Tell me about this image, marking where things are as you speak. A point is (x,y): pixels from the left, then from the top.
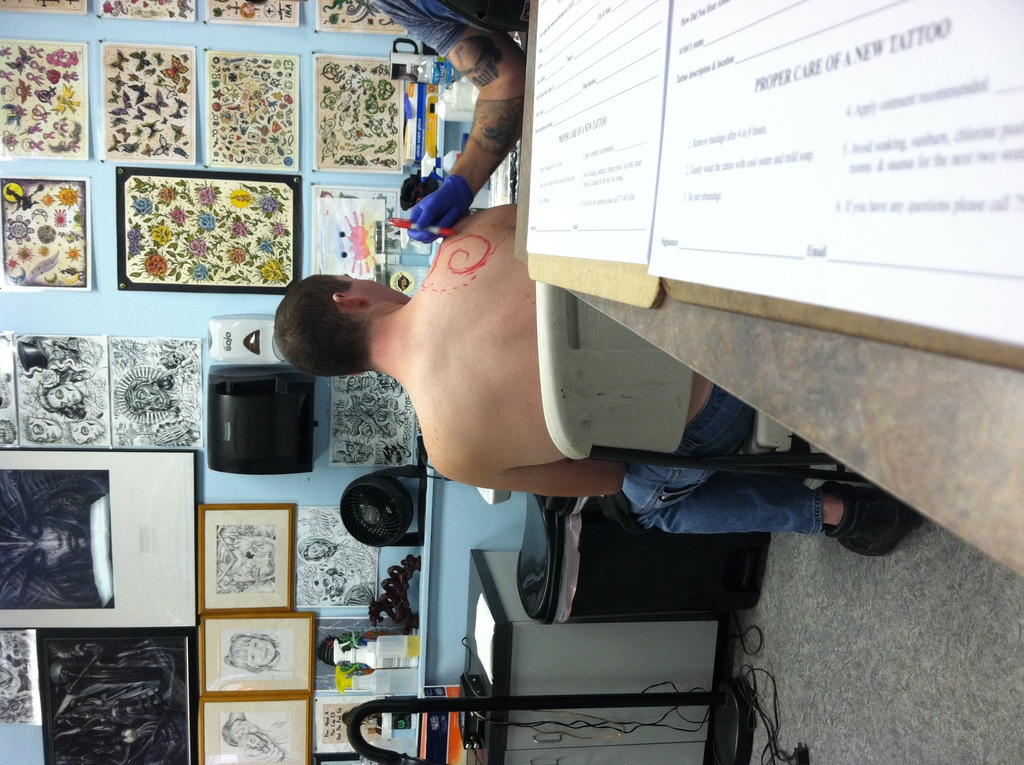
In this picture I can see the brown color surface (828,328) on the right side of this picture (769,110) and I see there are papers (716,47) on it and there are words (865,56) written. In the middle of this picture (476,341) I can see 2 persons (494,97) in which the man (475,284) in the center of this picture (527,356) is sitting on a chair (545,293) and I see tattoos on his back (478,225). In the background of this picture (190,418) I can see the wall (7,308) on which there are number of photo frames (89,451) and on the bottom of this picture (524,690) I see few things (635,706).
